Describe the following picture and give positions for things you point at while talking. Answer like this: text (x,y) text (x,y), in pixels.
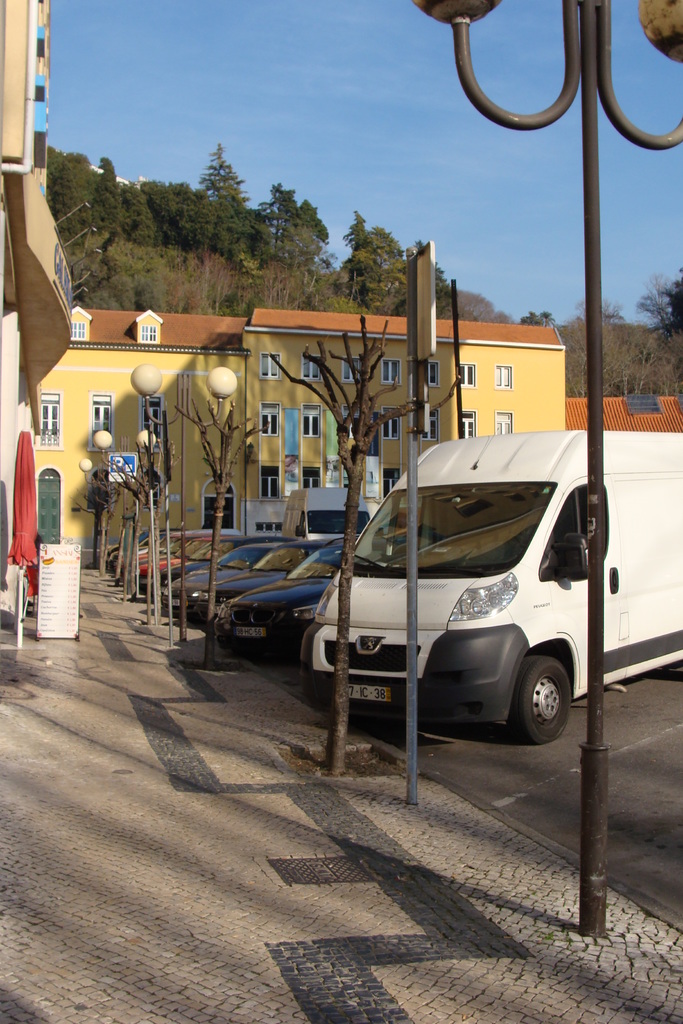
This image contains few cars (274,570) and vehicles (518,671) are on the road (628,790). On pavement (225,671) there are few street lights (591,833) and few plants (334,753) are on it. There is an umbrella (28,538) and a board (41,634) are on the pavement (98,774). In background (169,321) there are few buildings (250,339), trees (201,258) and sky (336,134).
